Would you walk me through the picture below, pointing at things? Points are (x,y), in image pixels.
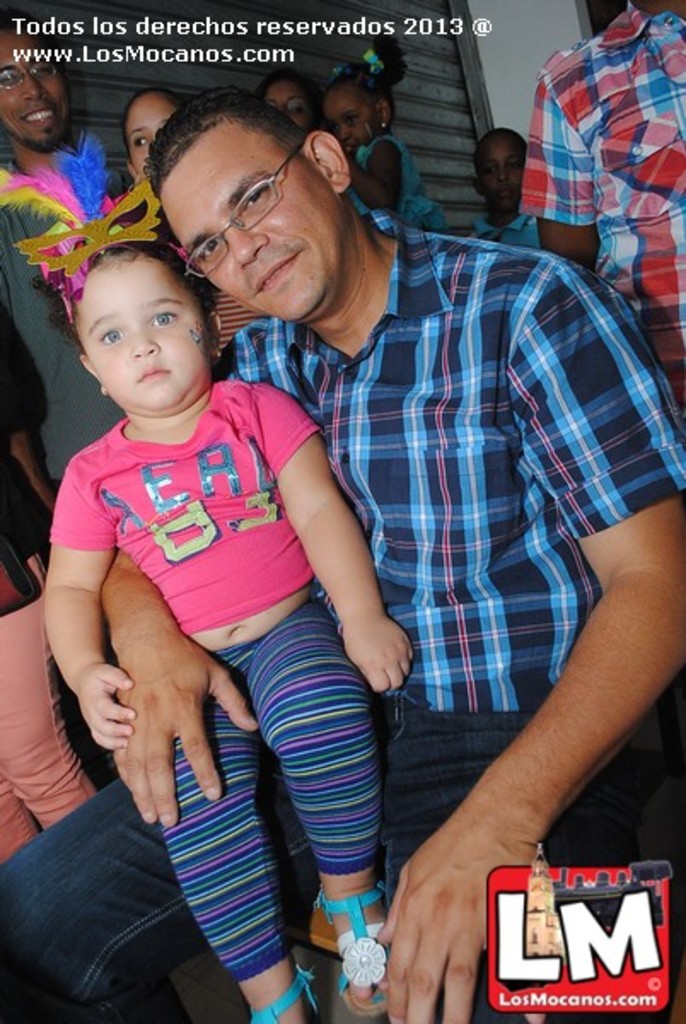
There is one man (378,575) sitting and holding a baby (283,656) in the middle of this image (292,572). We can see a group of people (139,97) and a wall (493,107) in the background (504,142). There is a text watermark (261,43) at the top of this image (278,31) and there is a logo (567,931) in the bottom right corner of this image (510,907).
